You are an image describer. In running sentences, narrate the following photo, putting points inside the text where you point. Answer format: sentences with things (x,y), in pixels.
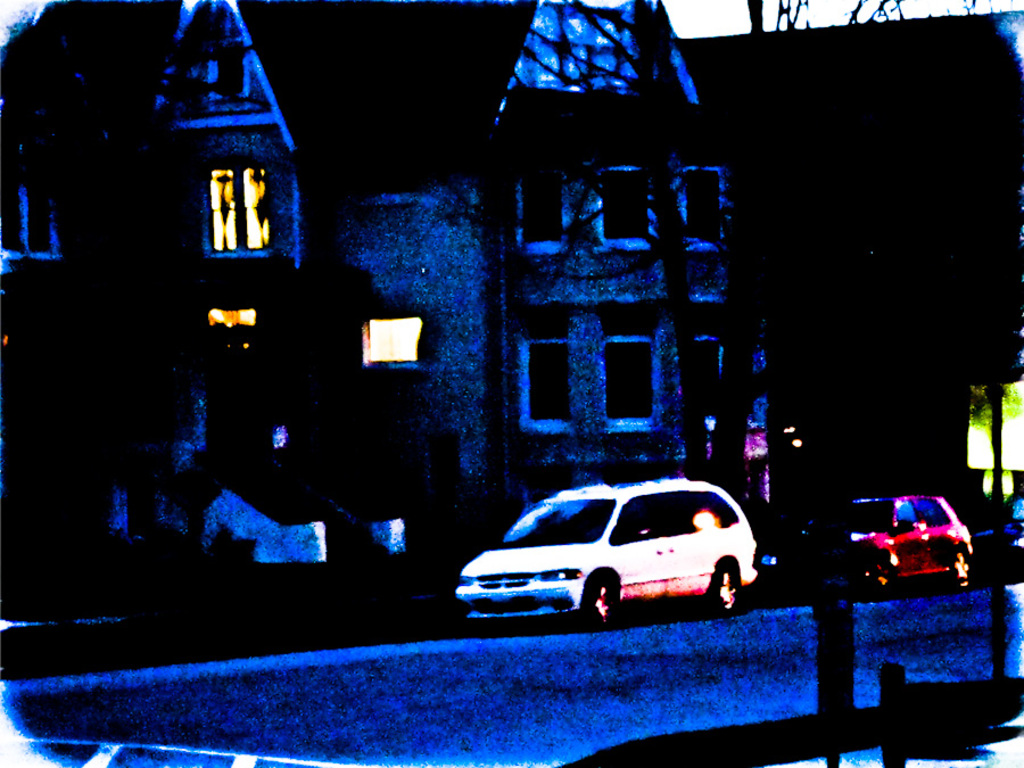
In this image we can see buildings (419,205), poles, road (416,649) and motor vehicles (715,537).
